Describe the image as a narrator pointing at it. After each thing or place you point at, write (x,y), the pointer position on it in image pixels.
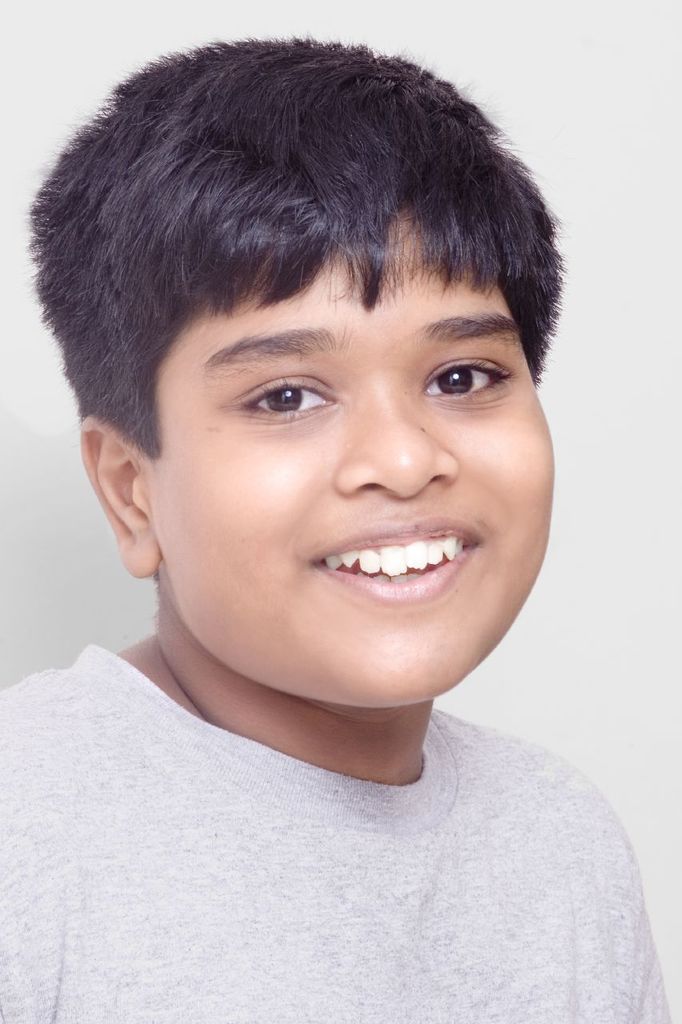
In this image there is a boy (341,673). He is smiling. The background (26,632) is white.
